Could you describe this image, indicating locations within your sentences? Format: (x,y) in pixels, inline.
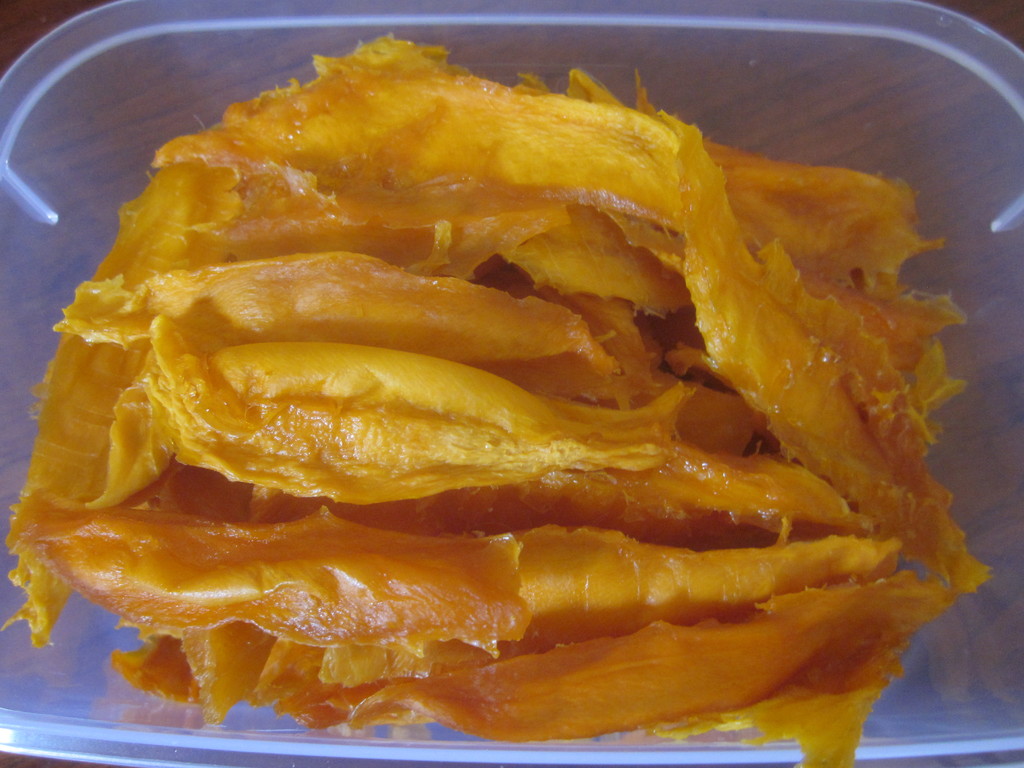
We can see bowl (48,249) with food (497,339) on the wooden surface (12,39).
